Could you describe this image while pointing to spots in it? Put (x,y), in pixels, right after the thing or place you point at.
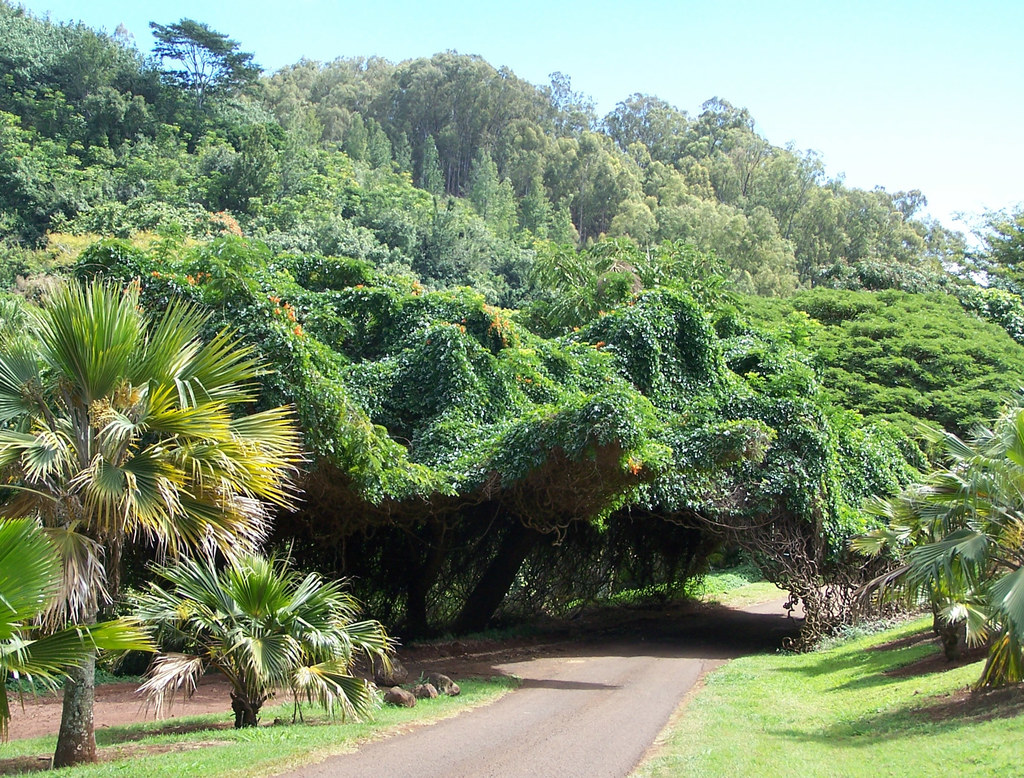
In this image, we can see the ground (318,738). We can see some rocks (433,689), grass (306,731), plants (314,622) and trees (613,259). We can also see the sky (806,110).
